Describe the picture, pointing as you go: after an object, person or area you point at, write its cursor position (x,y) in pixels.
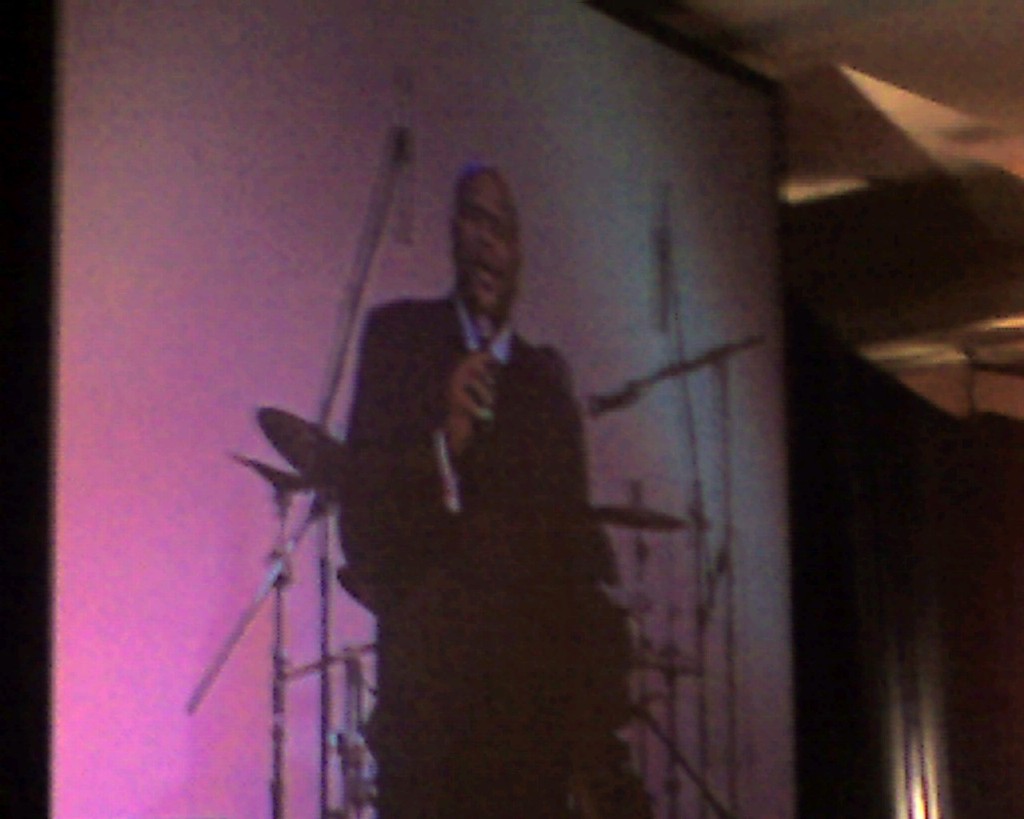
In this image there is a screen (574,519) on that screen (511,750) there is a man (504,620) standing, in the background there are musical instruments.
